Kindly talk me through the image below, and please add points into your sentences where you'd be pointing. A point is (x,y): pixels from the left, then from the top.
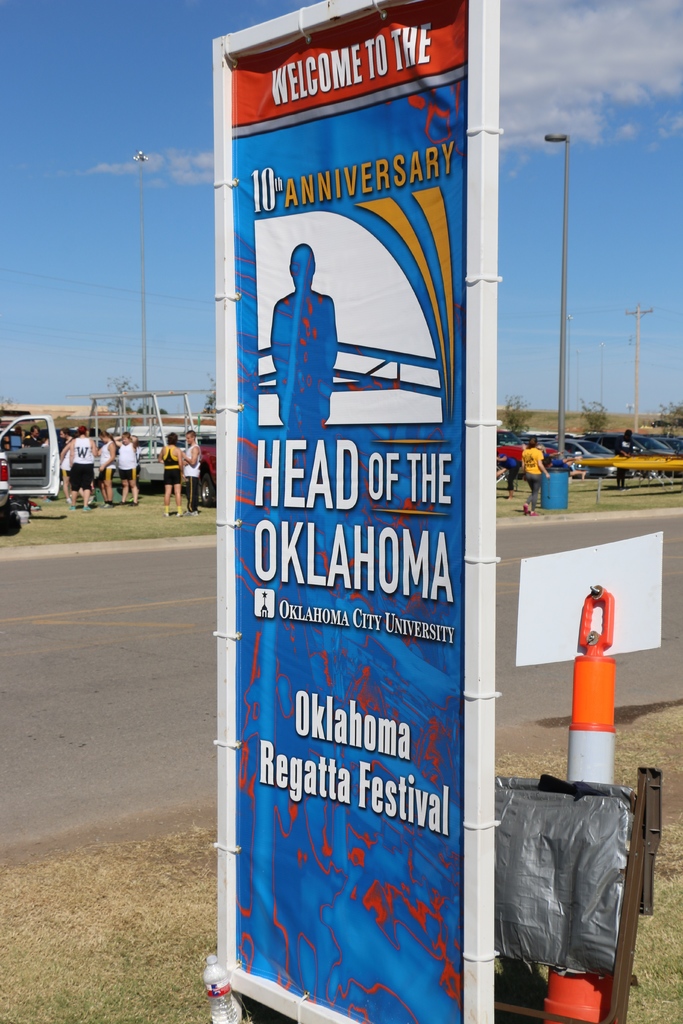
In this image we can see a banner (427,923), cover (496,856), pole (495,61), water bottle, light poles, a few people (86,470) standing, vehicles (20,484) parked here, trees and the blue color sky (117,222) with clouds (636,65) in the background (636,65).
